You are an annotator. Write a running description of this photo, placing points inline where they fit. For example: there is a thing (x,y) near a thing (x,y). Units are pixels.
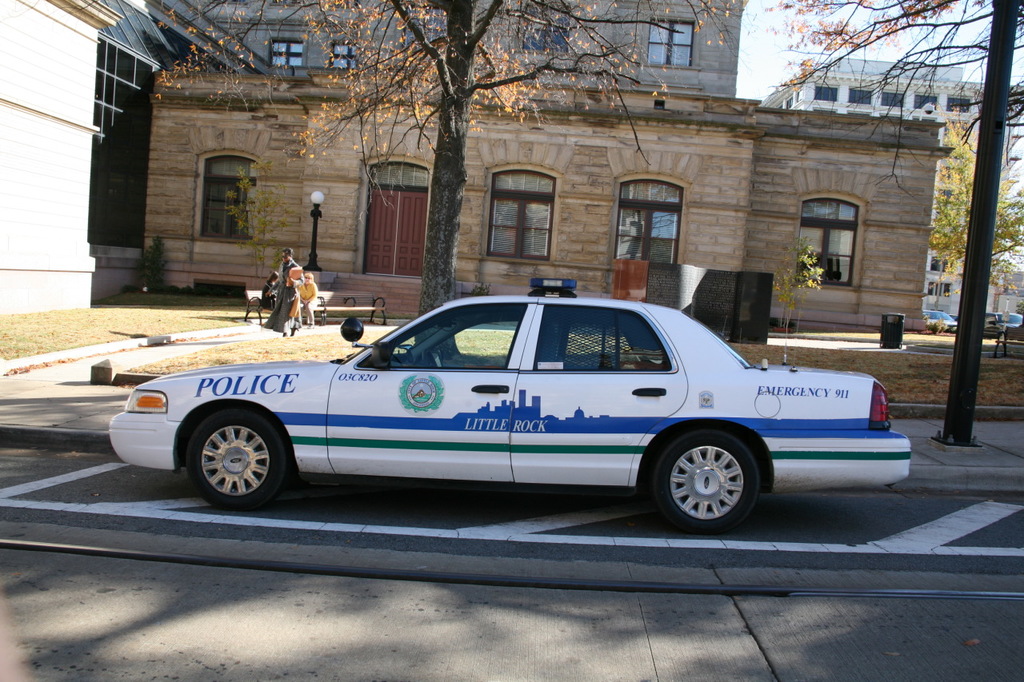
In the image there is a car (450,437) in the foreground (533,425) and behind the car (546,298) there are trees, buildings (412,186) and few people (264,287).
